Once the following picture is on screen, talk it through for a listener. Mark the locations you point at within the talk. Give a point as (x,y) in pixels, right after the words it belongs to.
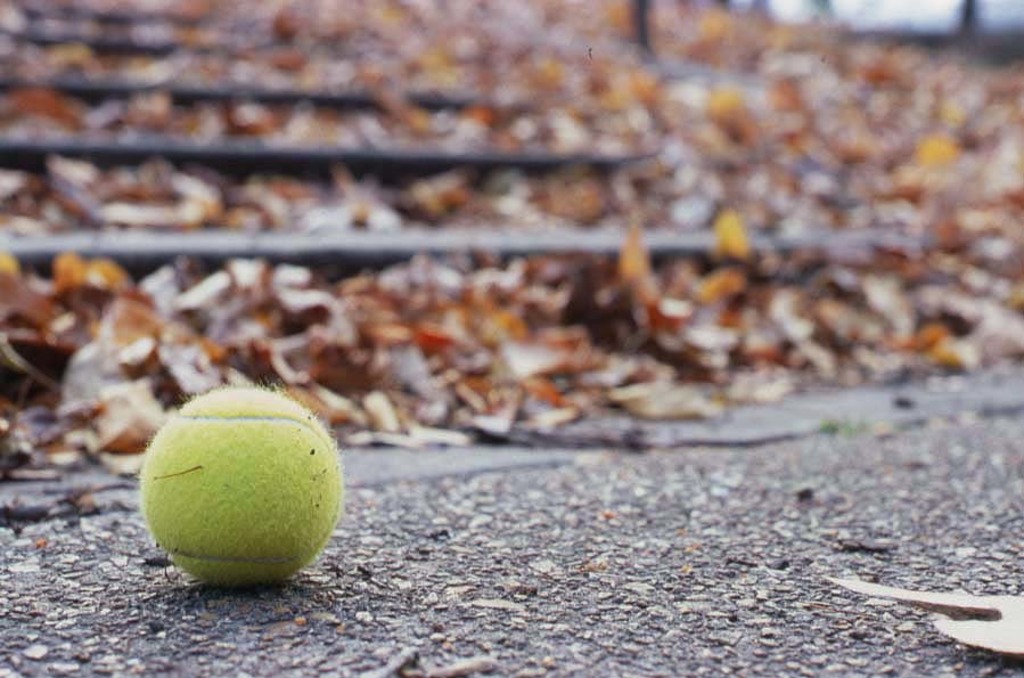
This picture is clicked outside. On the left (207,509) there is a green color ball (245,512) placed on the ground (628,549). In the background (574,226) we can see the dry leaves (144,359) and some other objects (820,16).
